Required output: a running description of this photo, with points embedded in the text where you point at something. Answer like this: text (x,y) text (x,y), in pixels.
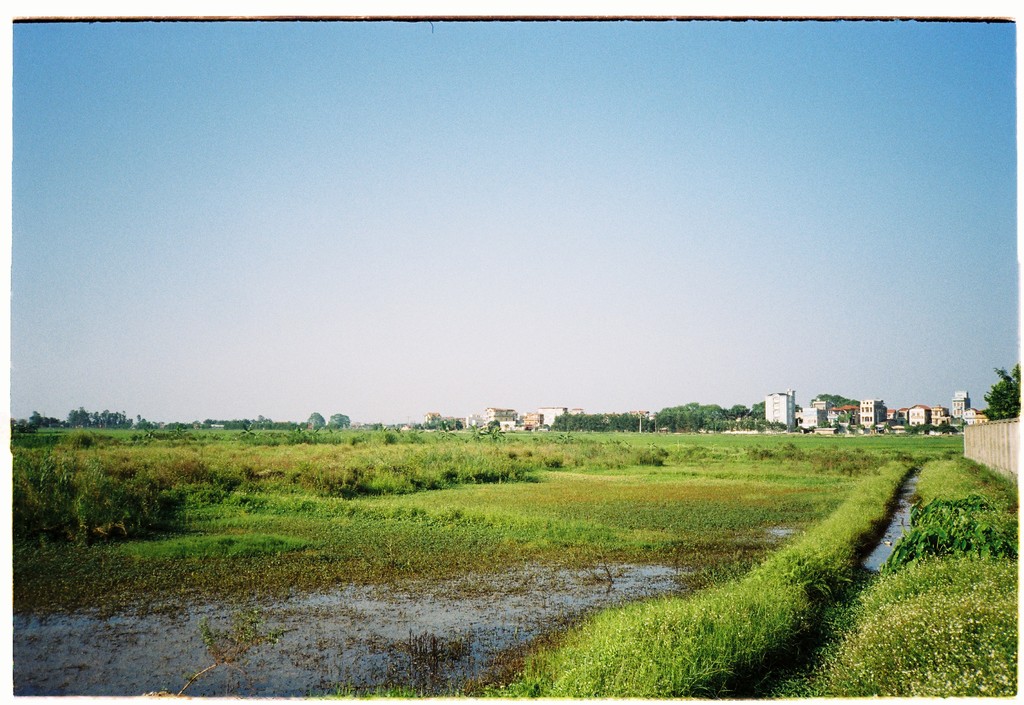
In this image I can see the grass (692,614) and the water (470,621). To the left (65,446) I can see the plants (164,437). In the background (688,432) there are many trees (914,429) and the buildings (925,413). I can also see the sky (315,207) in the back (268,324).
